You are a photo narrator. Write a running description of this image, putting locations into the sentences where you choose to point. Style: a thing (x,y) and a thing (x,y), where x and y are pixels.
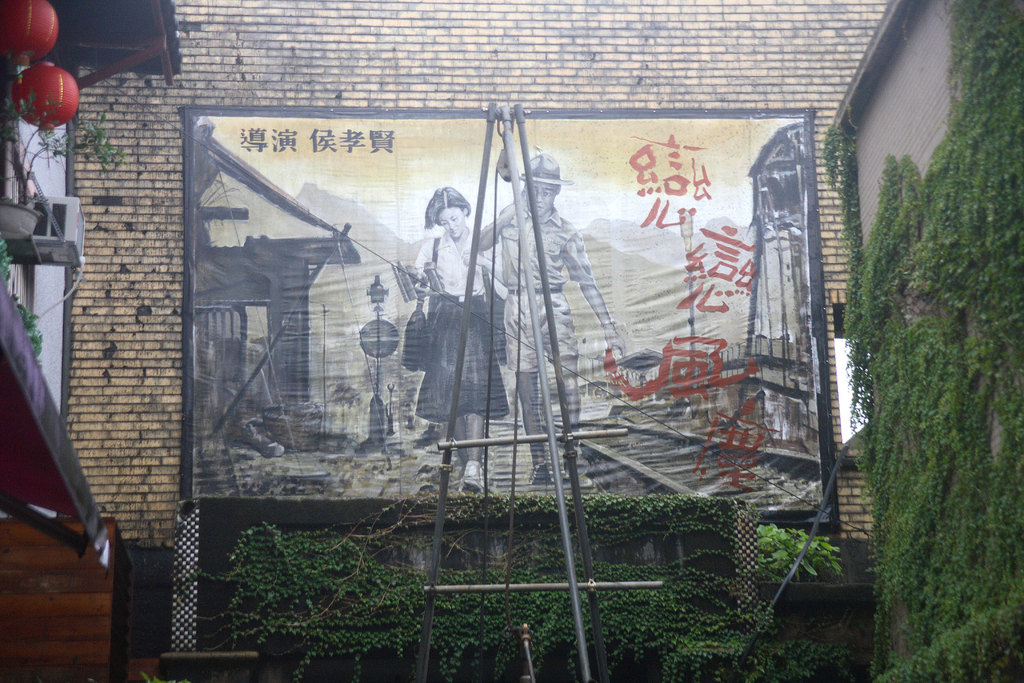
In this picture I can see buildings (159,218) and a picture (488,313) on the wall (467,105) and I can see few plants (993,648) and few metal rods (467,290) with a pulley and I can see couple of lanterns (54,106) hanging on the left side (20,15) and I can see a plant (23,197) in the pot (12,227).
